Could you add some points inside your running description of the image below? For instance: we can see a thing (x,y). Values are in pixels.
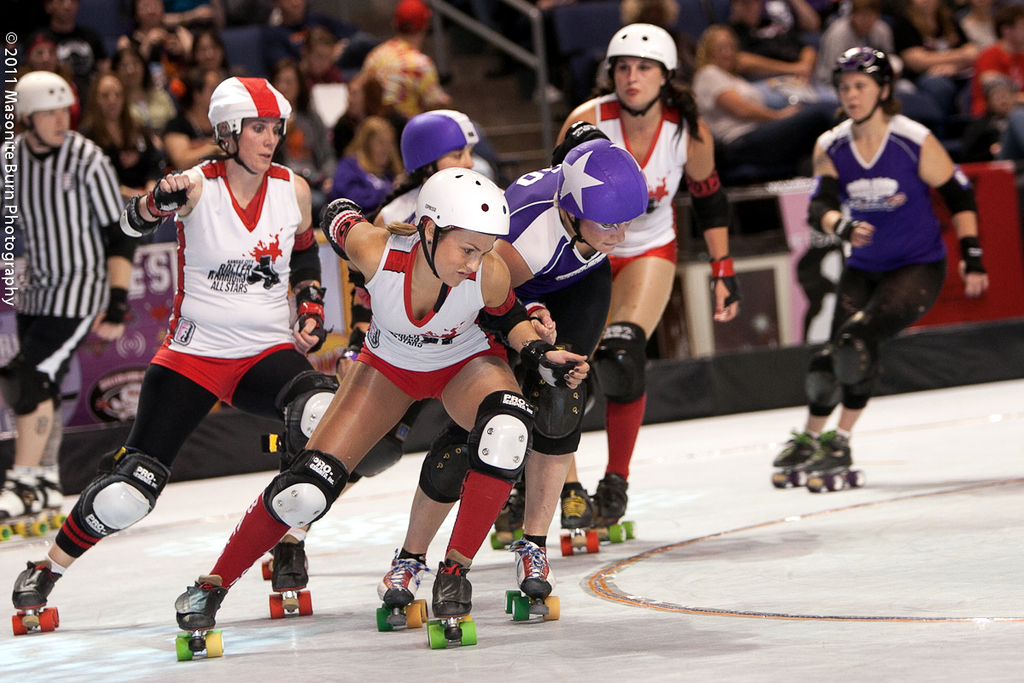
This image consists of women (170,188) wearing skates (188,594) and helmets (266,101) are skating. At the bottom (553,640), there is ground (501,653). In the background (429,105), there are many people (829,58) sitting. It looks like a indoor stadium (70,404).
